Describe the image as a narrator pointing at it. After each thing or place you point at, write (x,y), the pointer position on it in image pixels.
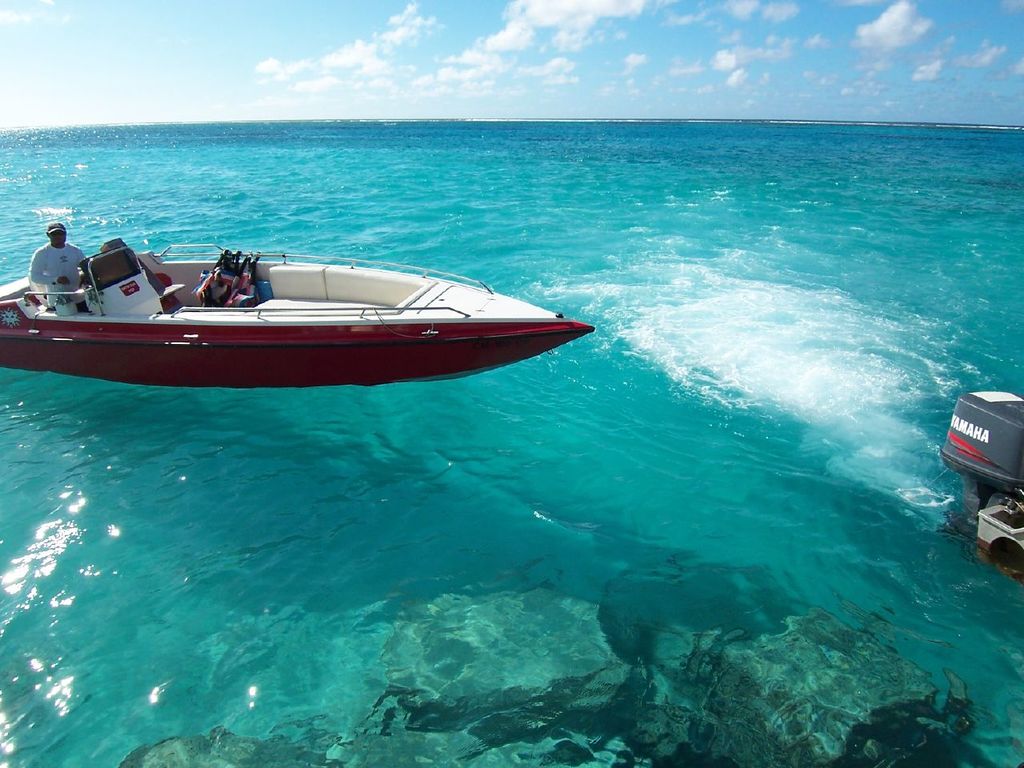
In this image I can see an ocean (550,249). On the left side (116,343) there is a boat (178,297) and one person (55,266) is standing on the boat (101,273). On the right side (993,453), I can see an engine (992,474) of another boat (985,509). At the top of the image (184,50) I can see the sky (333,53) and clouds (481,59).
